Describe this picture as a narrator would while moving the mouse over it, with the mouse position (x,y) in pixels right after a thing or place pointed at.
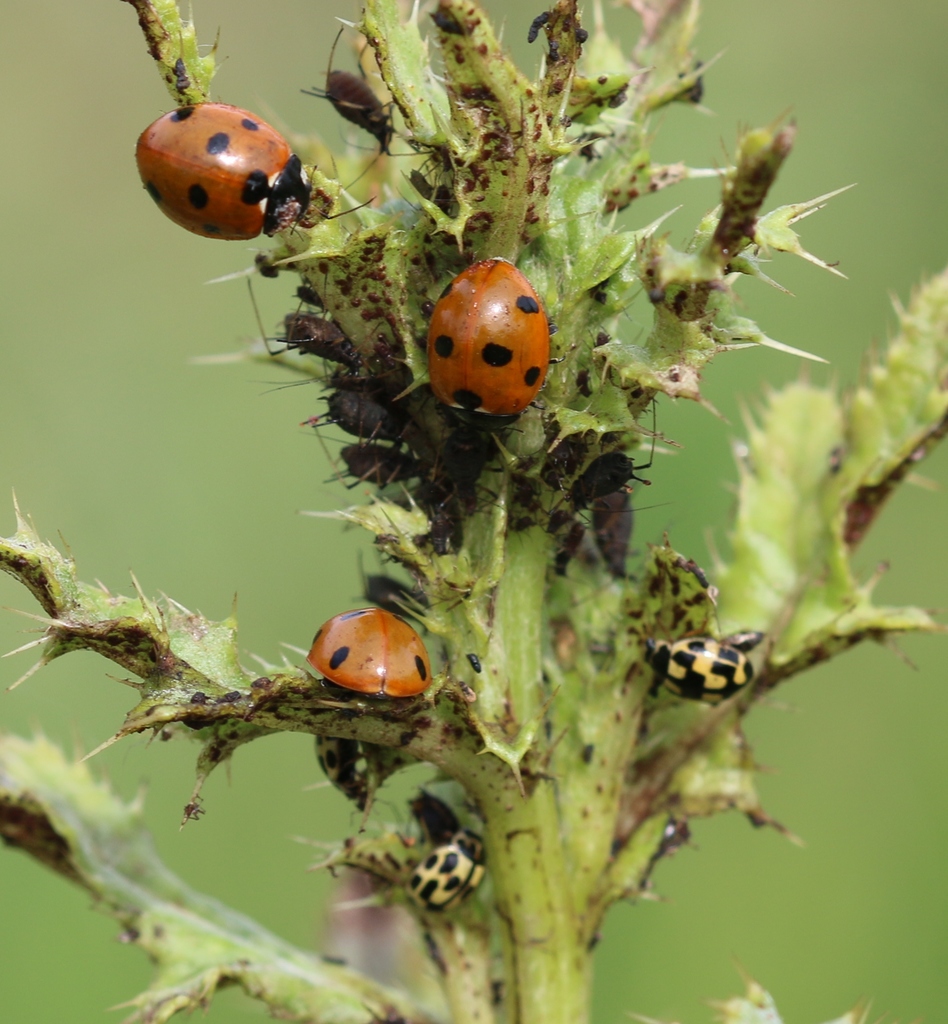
In this image there are beetles (532,336) on the plant (478,513), and there is blur background (124,454).
